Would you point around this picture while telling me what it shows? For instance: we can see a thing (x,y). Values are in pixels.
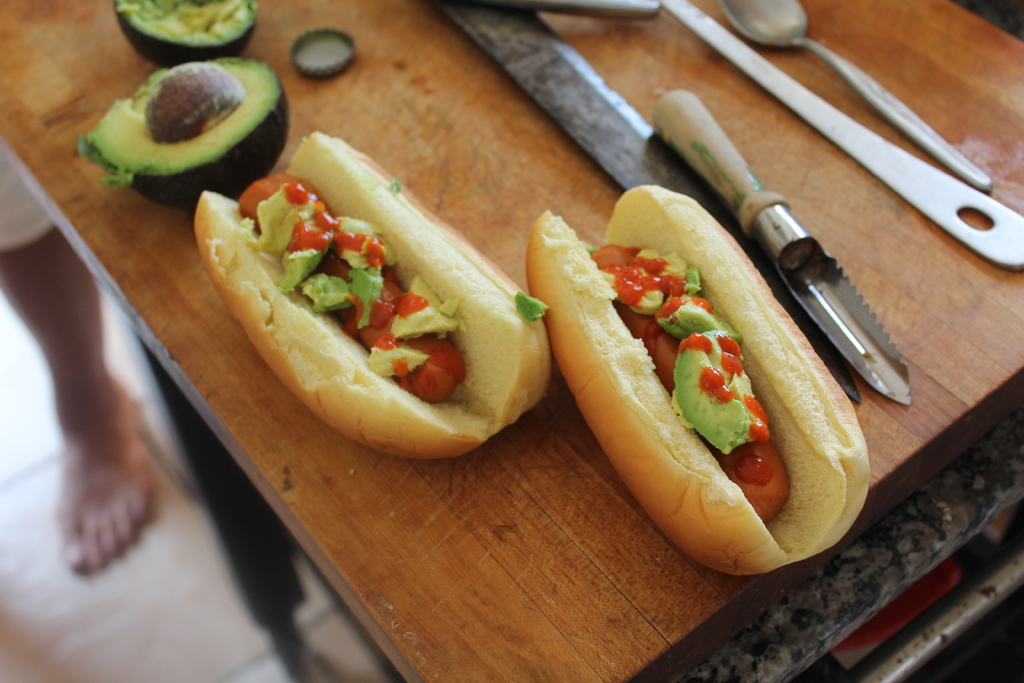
In this image we can see food items (547,306), spoon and other objects (603,161) on the surface (536,636). On the left side of the image (138,434) there is a person's leg (114,371) and an object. On the right side of the image (857,652) there are some objects (904,660).
